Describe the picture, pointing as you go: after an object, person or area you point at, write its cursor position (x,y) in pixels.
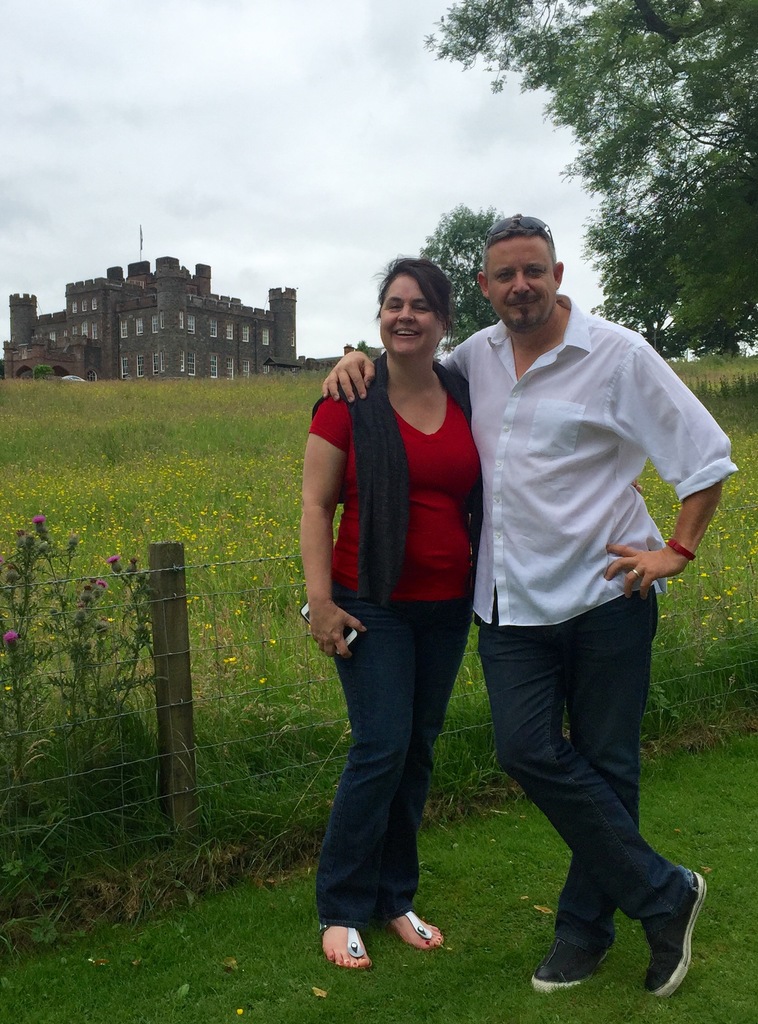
In this picture there is a man (535,545) wearing a white color shirt (539,488) standing and giving a pose into the camera. Beside there is a woman (366,718) wearing a red color t-shirt (426,570) standing and giving a posing. In the background (211,359) there is a green field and brown color castle house (185,367).
